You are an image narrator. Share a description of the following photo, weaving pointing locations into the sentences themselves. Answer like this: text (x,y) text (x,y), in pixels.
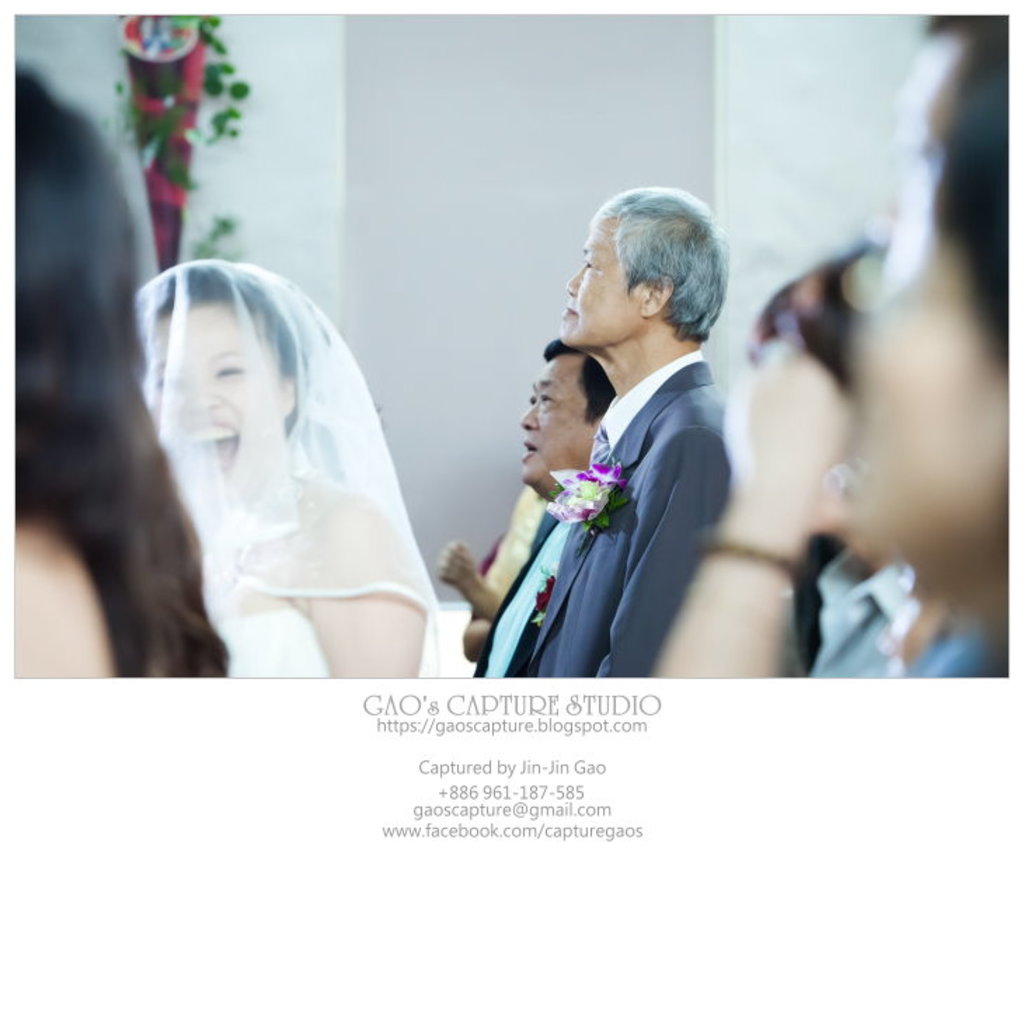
In this image I can see few people (631,434) are standing facing towards the left side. Here a woman (273,540) is wearing a white dress (280,617) and laughing. In the background (290,192) there is a wall (507,184) and few leaves (184,184) are visible. At the bottom of this image (448,766) there is some text (464,770).
